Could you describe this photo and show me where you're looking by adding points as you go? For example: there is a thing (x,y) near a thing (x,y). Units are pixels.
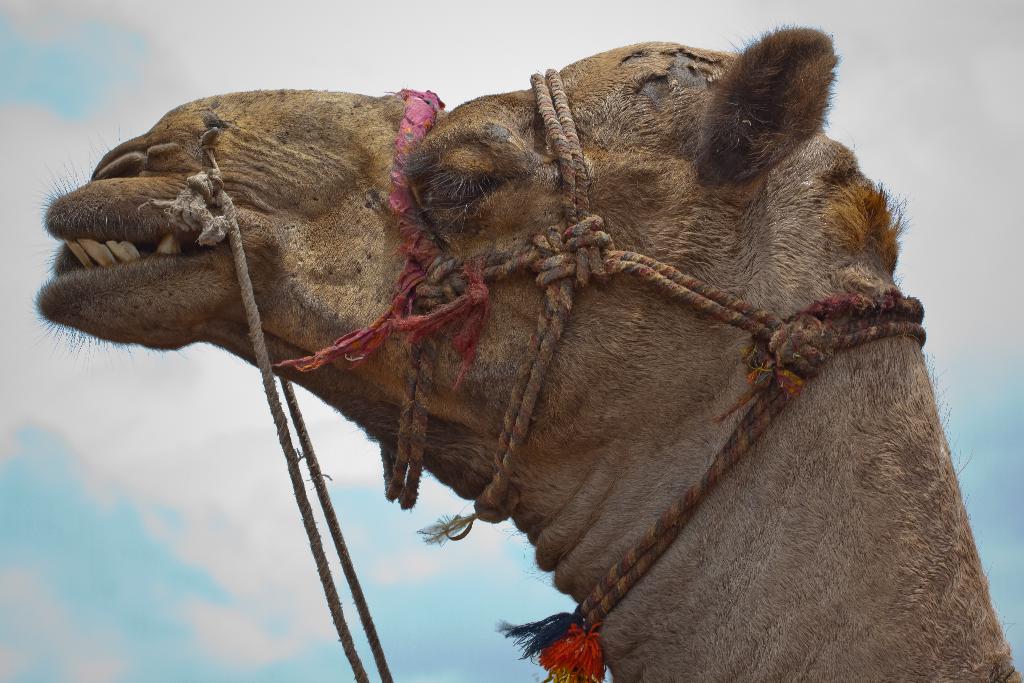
In this image, we can see a camel (495,341) with its mouth (175,253) open and we can also see its teeth (126,258). At the back (94,46) we can see the sky (148,533) which is blue in color and it is almost cloudy.
